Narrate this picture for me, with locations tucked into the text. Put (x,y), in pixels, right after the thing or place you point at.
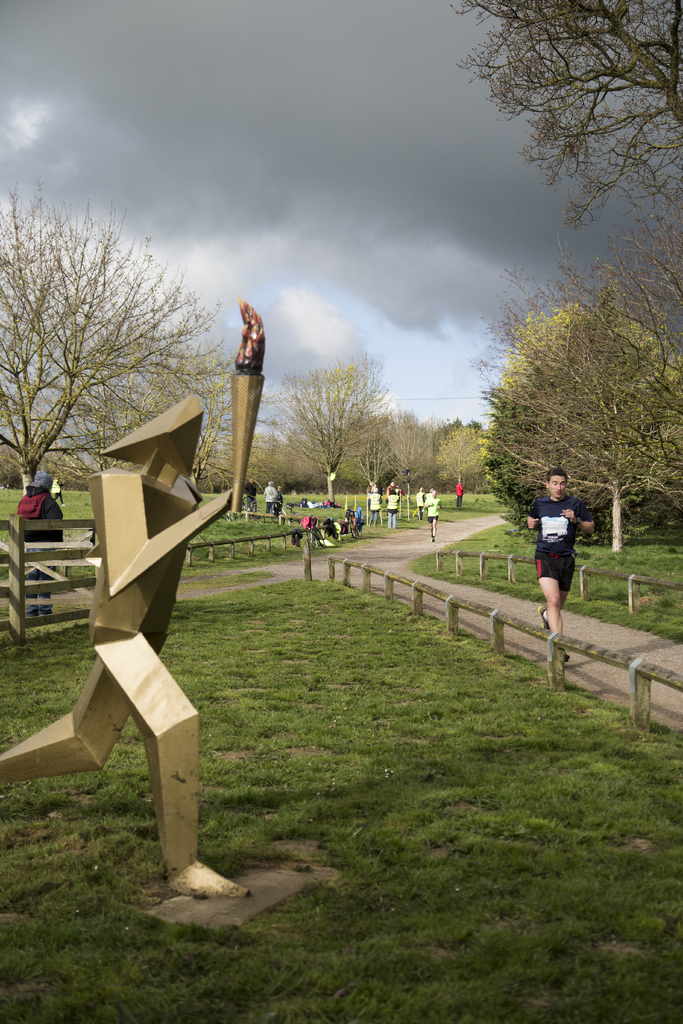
In this picture I can see trees (312,399) and couple of them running and few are walking and a human (38,503) standing and I can see grass (448,726) on the ground (291,746) and a blue cloudy sky (387,212) and I can see a sculpture (186,530).
